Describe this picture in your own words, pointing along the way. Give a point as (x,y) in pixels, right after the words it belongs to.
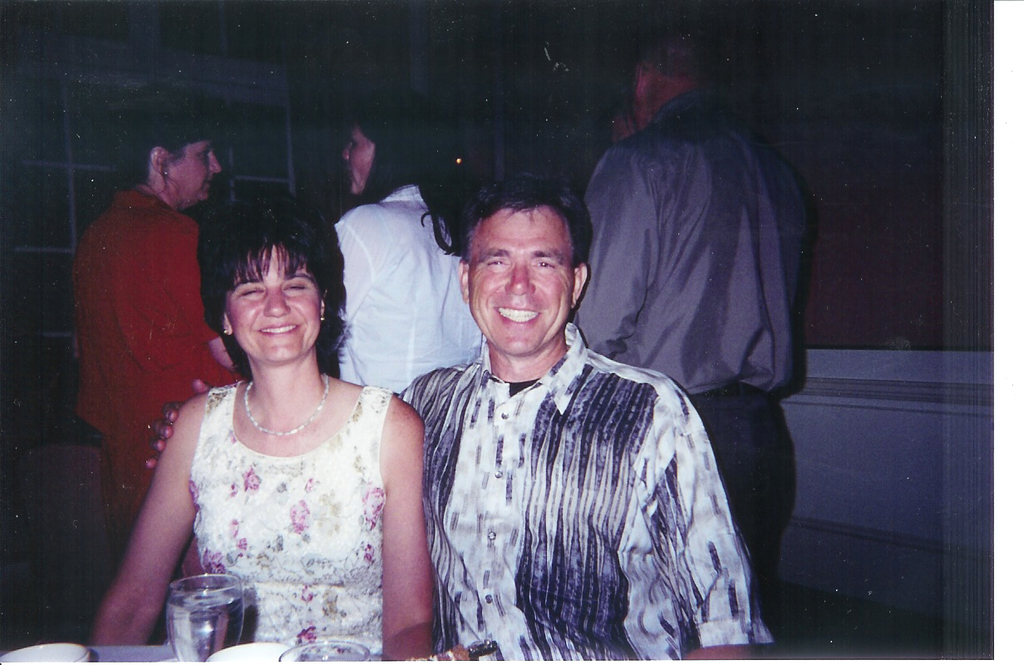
In this image we can see a man (535,458) and a woman (308,495) sitting on the chairs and a table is placed in front of them. On the table (215,646) there are cutlery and crockery (177,650). In the background (442,176) there are persons (745,195) standing on the floor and grills (234,110).
